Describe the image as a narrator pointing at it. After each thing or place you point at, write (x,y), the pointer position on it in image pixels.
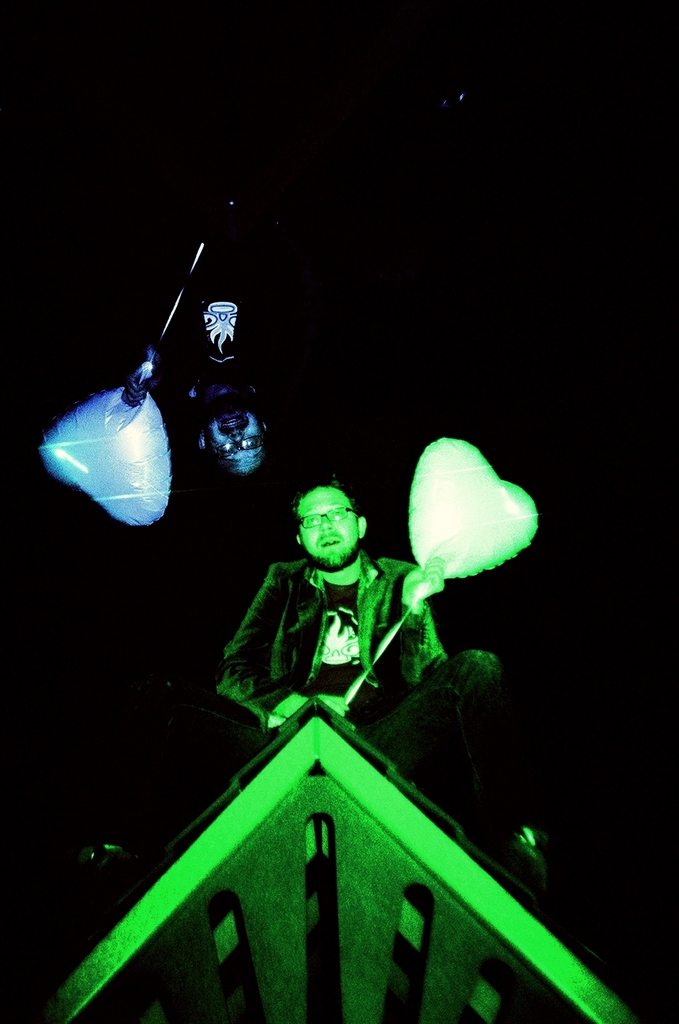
Here we can see two persons (393,688) are holding balloons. There is a dark background (61,669).
